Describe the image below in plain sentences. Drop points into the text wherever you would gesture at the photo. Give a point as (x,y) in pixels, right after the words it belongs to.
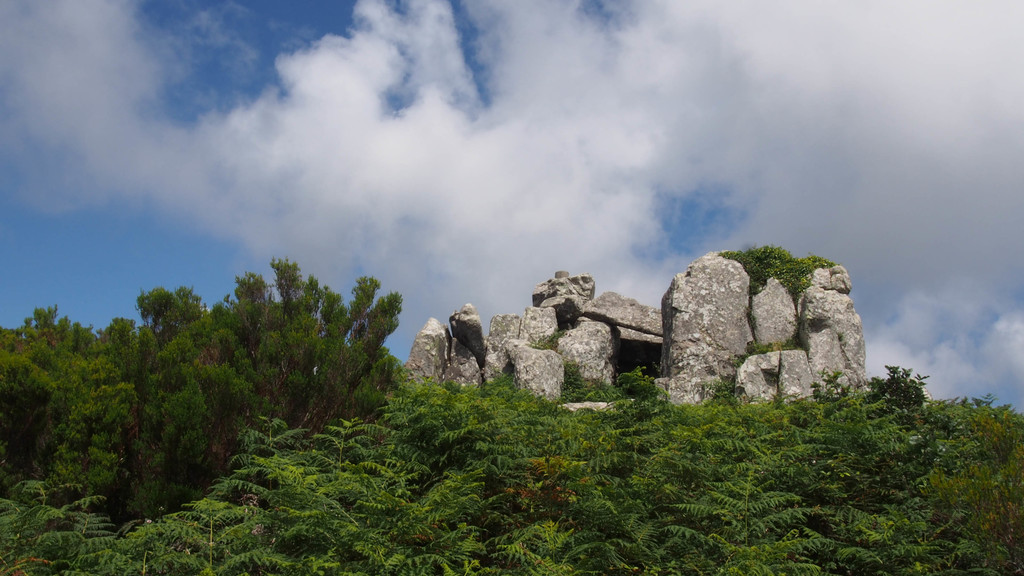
We can see green trees (381,375) and stones (583,340). Background (244,59) we can see sky (339,141) with clouds (325,166).
